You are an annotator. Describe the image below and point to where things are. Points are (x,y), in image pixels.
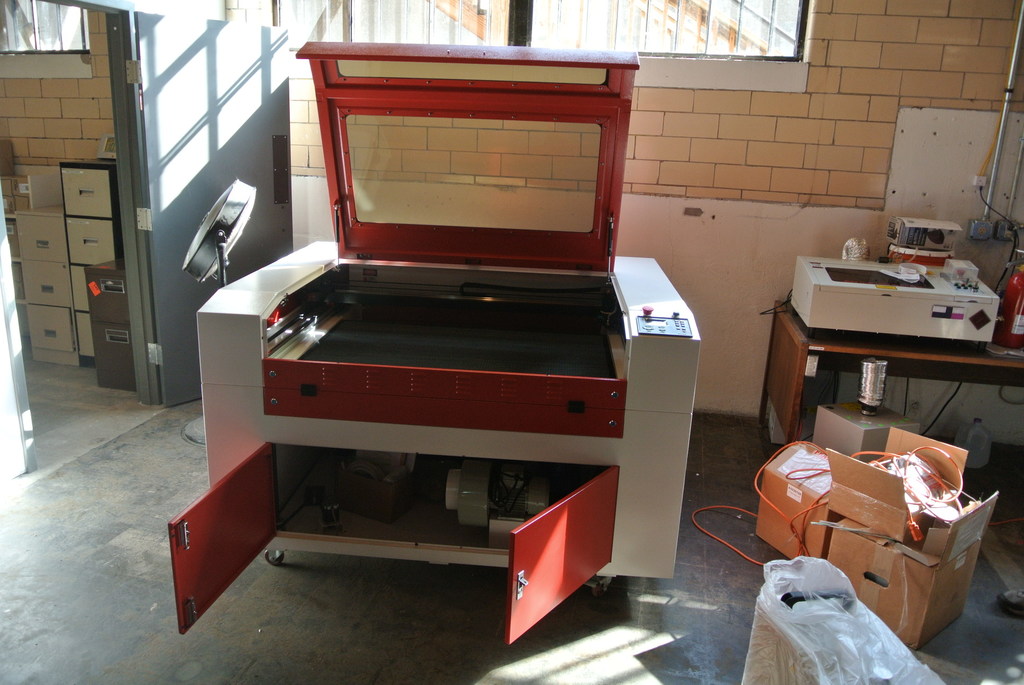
In the image we can see there is a machine (494,360) kept on the ground (495,676) and the door (205,582) of the machine (495,450) are open. There are boxes (932,550) kept on the ground (441,679) and there is another machine (818,302) kept on the table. There are windows (748,46) on the wall (293,70) and there are boxes (949,596) kept on the floor (41,387).
